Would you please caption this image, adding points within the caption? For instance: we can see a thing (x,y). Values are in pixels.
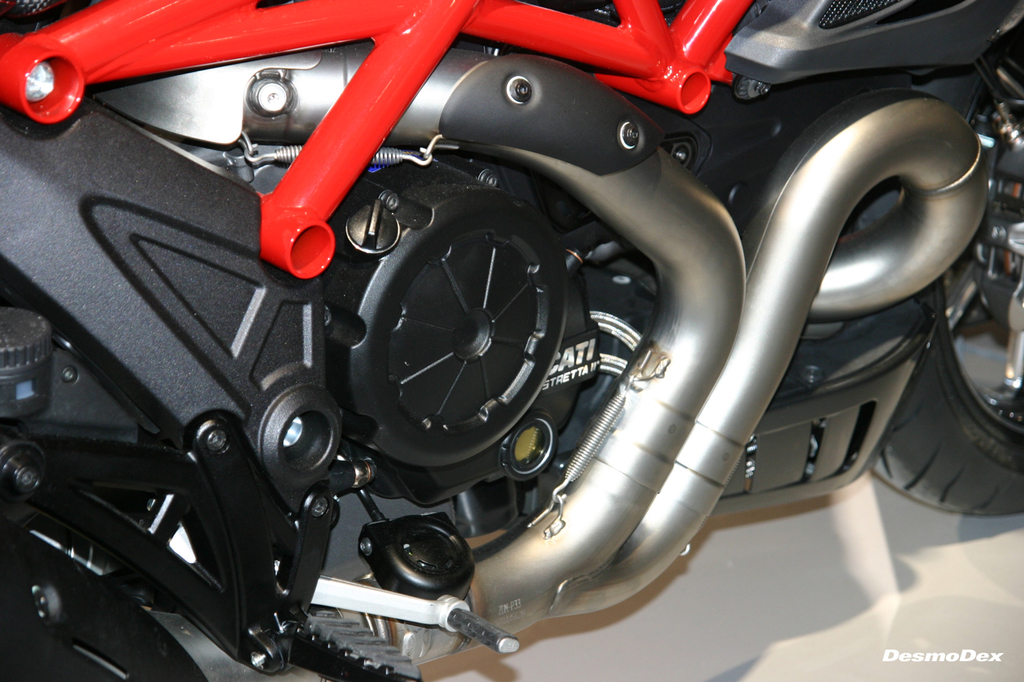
In the foreground of this image (275,384), there is a truncated motor bike (462,365) on a white surface (796,621) where we can see kick rod (423,615), pedal (369,651), tyre (962,441) and few more parts (567,430) of it.
